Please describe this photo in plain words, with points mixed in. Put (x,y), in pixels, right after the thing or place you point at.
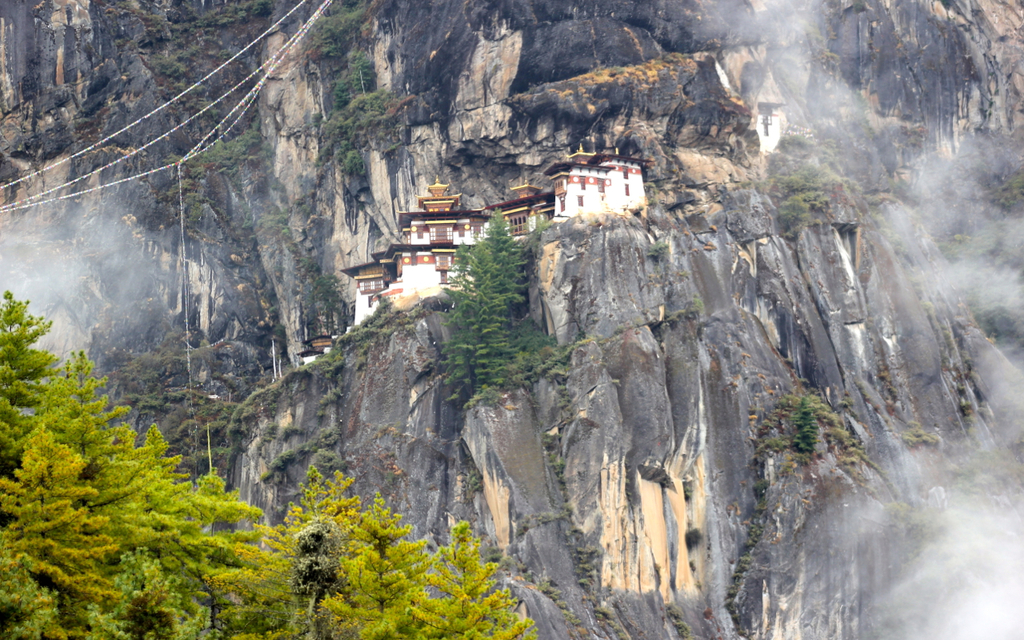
In this image we can see a rock mountain (653,337). There are many trees (323,564) and buildings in the image. There are few ropes (129,158) in the image.
